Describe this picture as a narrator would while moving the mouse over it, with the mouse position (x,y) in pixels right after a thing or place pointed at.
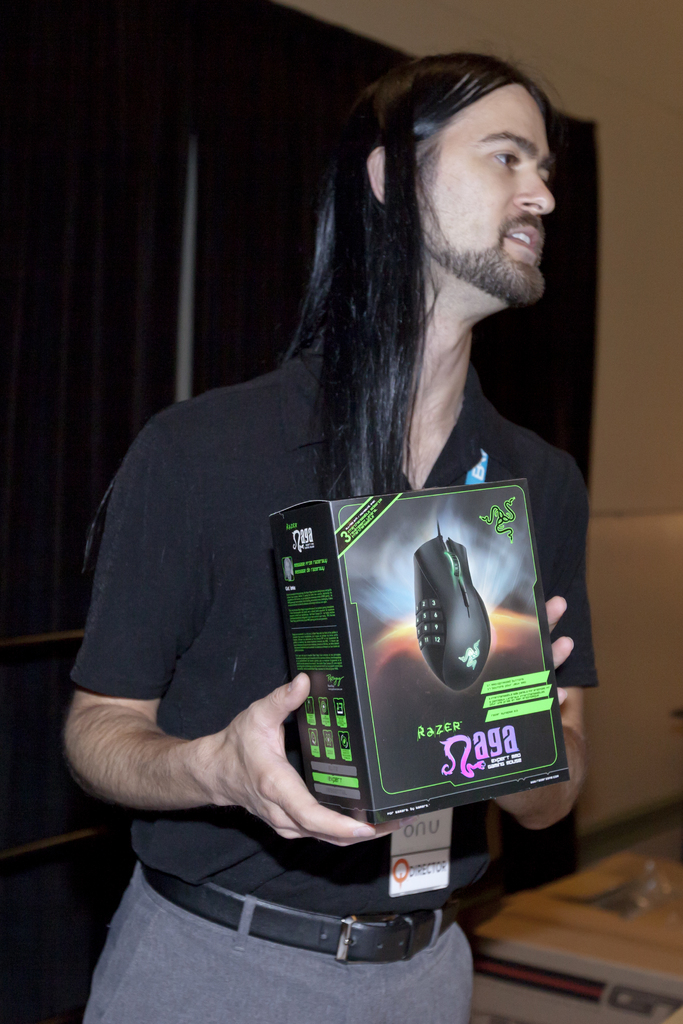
In this image I can see a person (282,383) standing wearing black shirt (219,687), gray color pant (132,907) holding a cardboard box (323,787). Background (56,244) I can see a curtain (63,253) in dark color and wall (661,310) in cream color.
